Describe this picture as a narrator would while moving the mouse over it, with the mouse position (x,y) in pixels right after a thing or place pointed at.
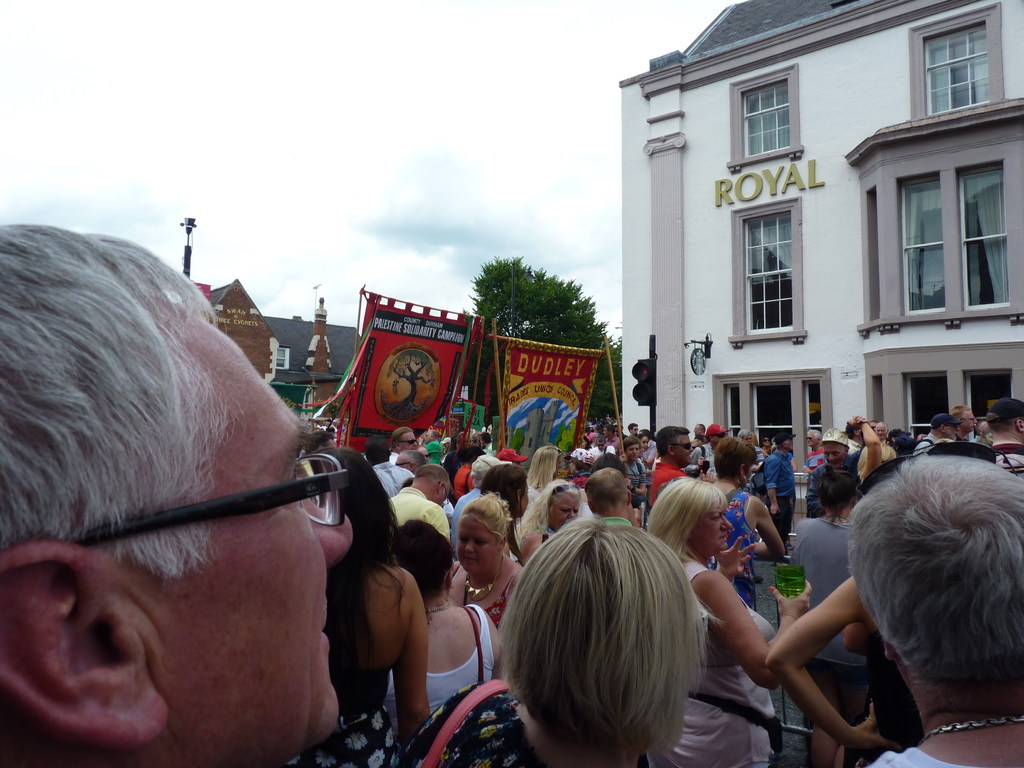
In this image we can see a group of people (664,695). Here we can see a woman (669,501) holding a glass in her right hand (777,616). Here we can see the building (909,155) on the right side (914,140). Here we can see the glass windows (778,284). Here we can see the trees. These are looking like the banners (561,404). This is a sky (441,169) with clouds (433,91).
